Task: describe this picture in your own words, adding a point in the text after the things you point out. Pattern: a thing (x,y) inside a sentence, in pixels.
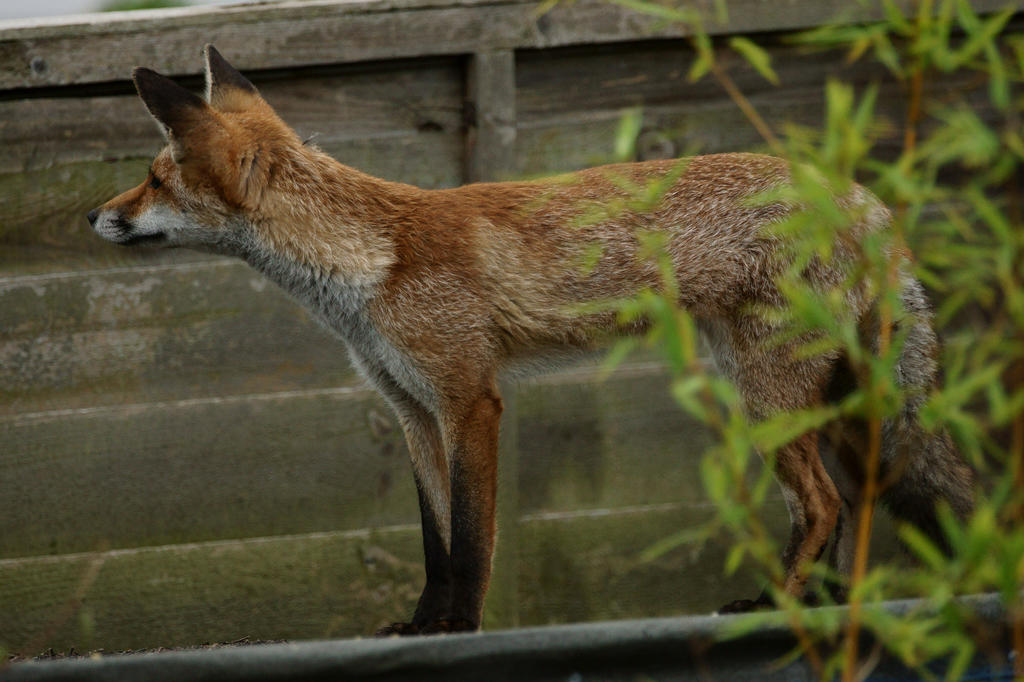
In this image I can see an animal (872,219) which is in brown and cream color standing on some surface (546,634), I can also see a plant (984,255) in green color.
